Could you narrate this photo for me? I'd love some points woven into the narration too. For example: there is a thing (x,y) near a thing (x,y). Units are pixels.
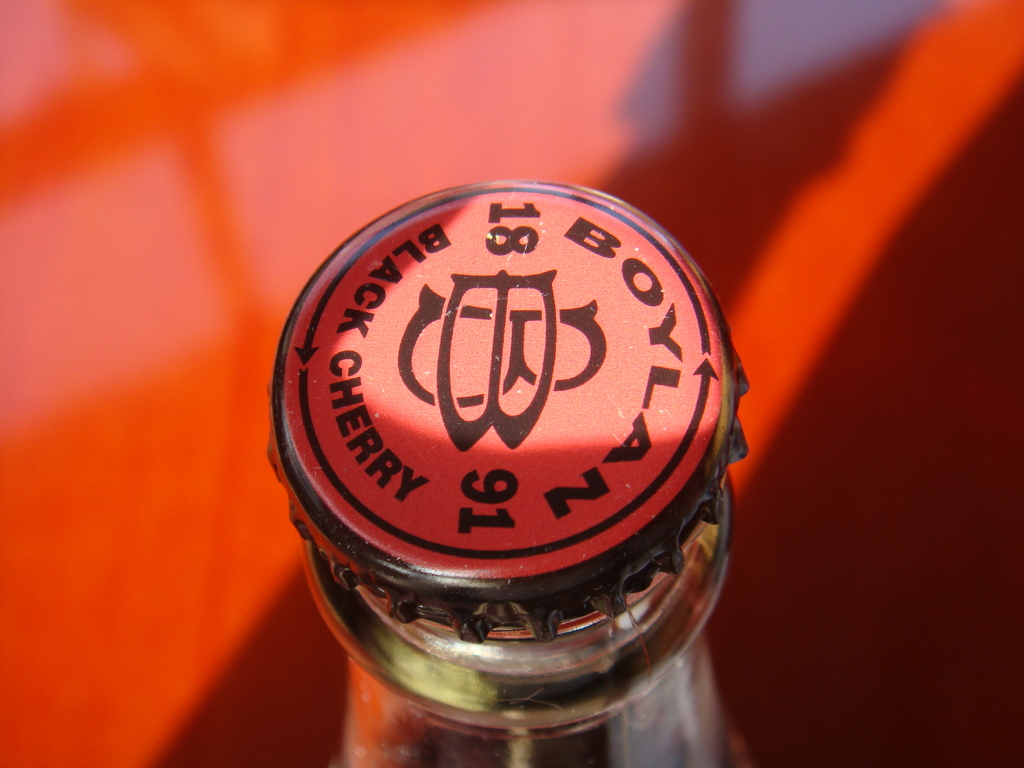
In this picture we can see close view of the bottle cap (408,362) on which "black cherry" is written.
